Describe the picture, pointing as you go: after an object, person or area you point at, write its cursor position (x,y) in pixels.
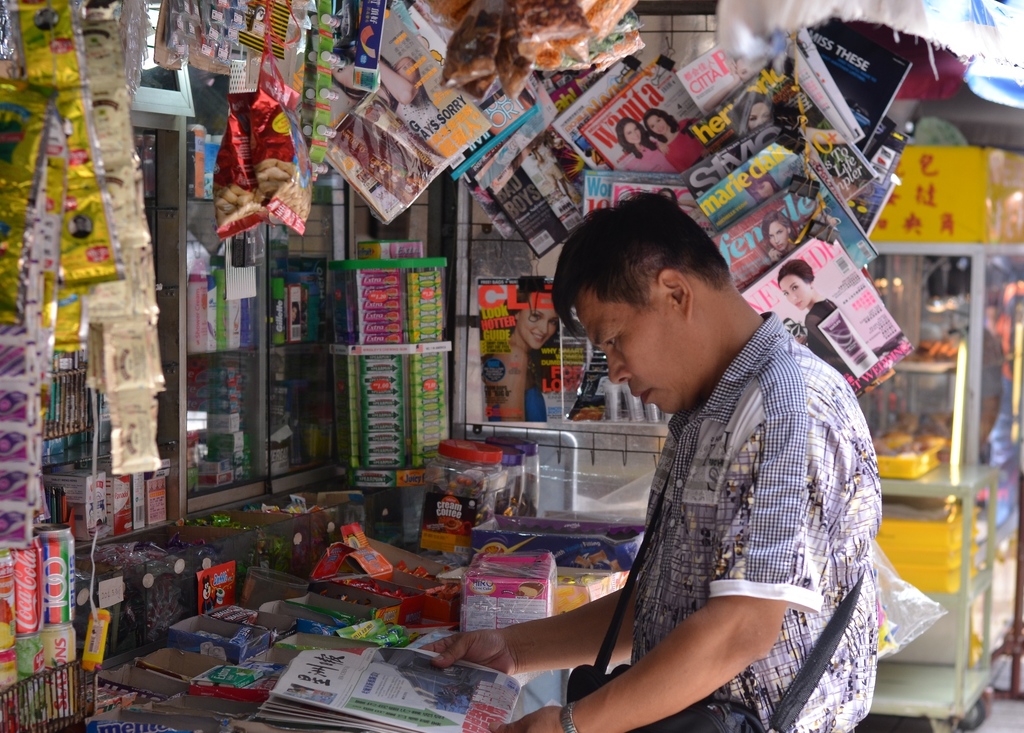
In this image we can see a person (725,444) wearing checked shirt (749,508) carrying bag (834,624) standing near the shop (446,674) reading newspaper (413,705) by holding it in his hands (476,657) and in the background of the image (267,103) there are some items (355,173) in the shop (362,195).
